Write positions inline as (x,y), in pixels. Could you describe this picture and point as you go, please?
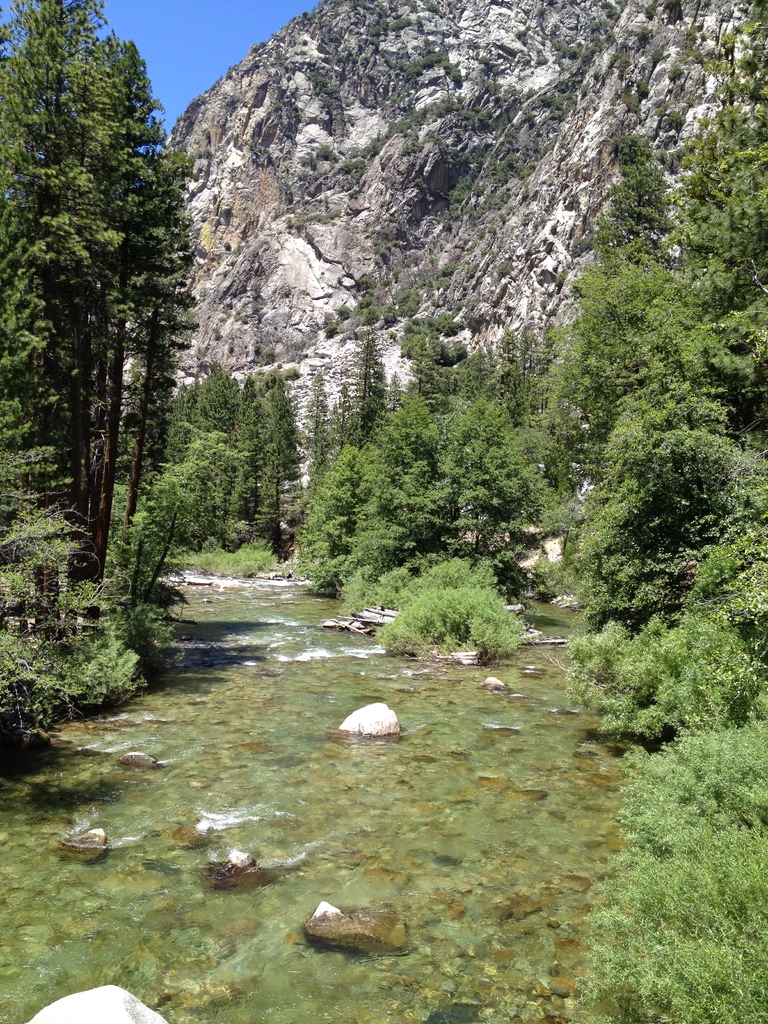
In this picture there is water (328,667) at the bottom side of the image (429,698) and there is greenery (412,624) in the image, there is a mountain (383,222) in the background area of the image (383,222).
